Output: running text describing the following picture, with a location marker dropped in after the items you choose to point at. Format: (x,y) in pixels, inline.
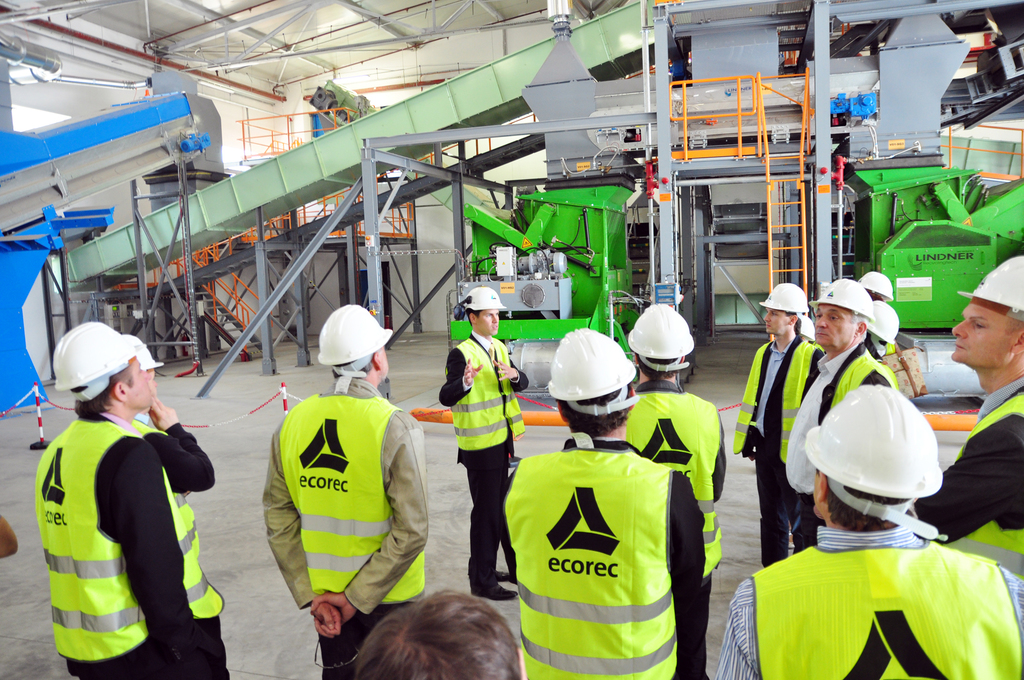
There are group of people (838,576) standing and wore helmets (593,345). In the background (678,277) we can see machines (943,313), steps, ladder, floor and wall (423,287). At the top (297,47) we can see rods (167,37).
